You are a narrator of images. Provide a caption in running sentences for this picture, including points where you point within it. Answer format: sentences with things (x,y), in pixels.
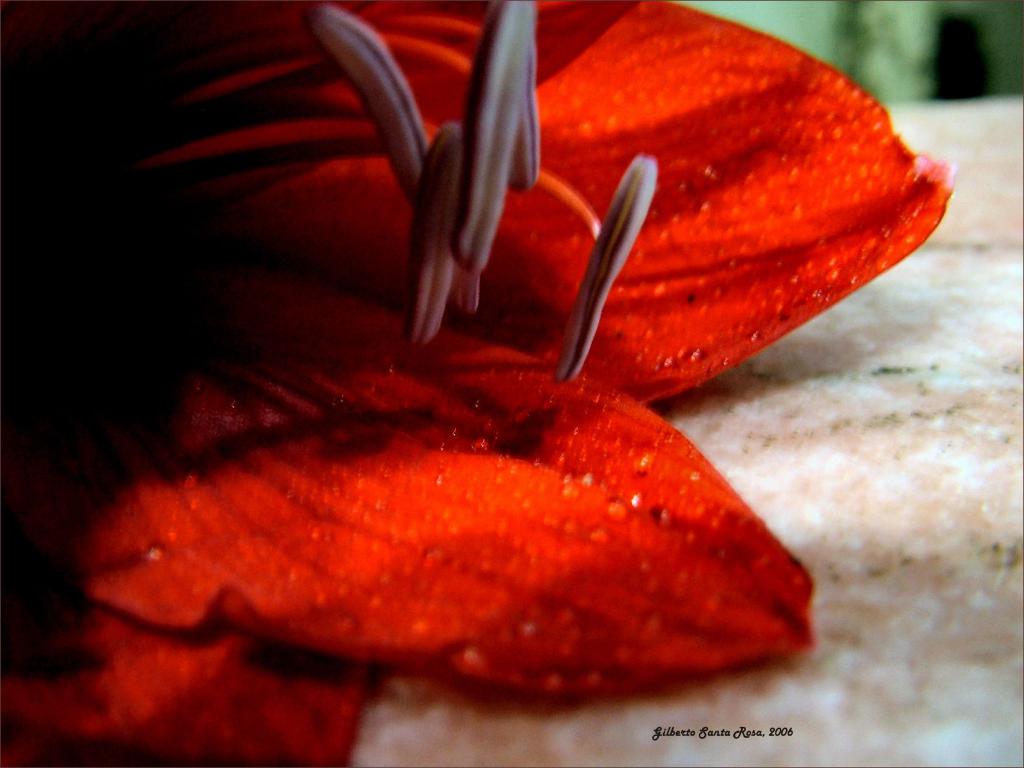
In this picture I can see the red color petals (663,32) and on the right side of this picture (871,329) I can see the white color surface (873,728). On the bottom right of this picture (717,734) I can see the watermark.
